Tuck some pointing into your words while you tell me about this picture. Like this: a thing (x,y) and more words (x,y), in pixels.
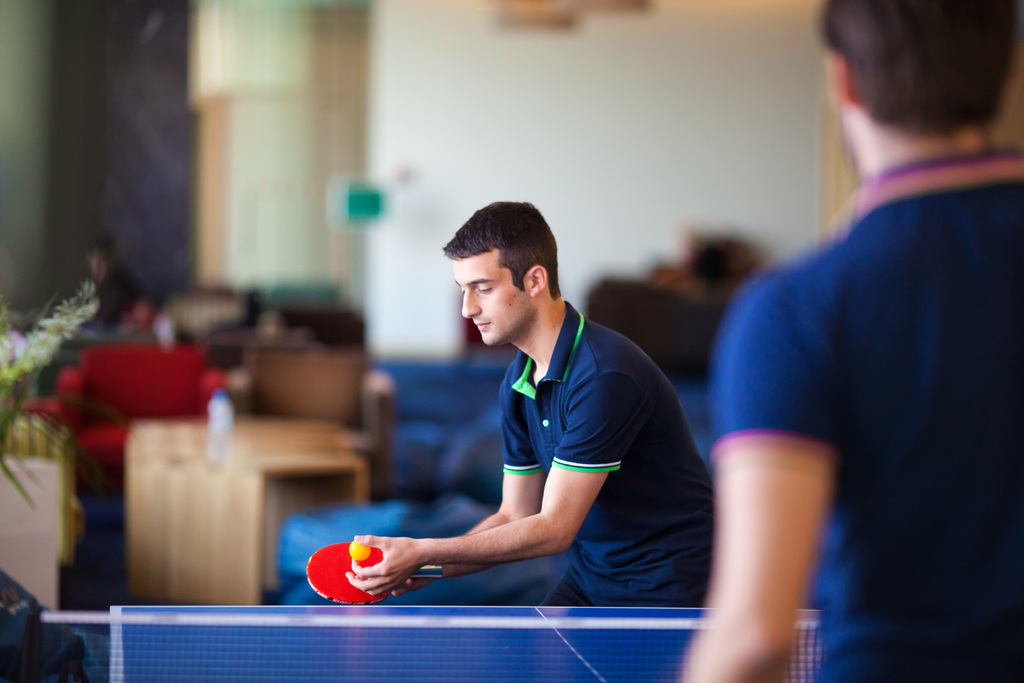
In this image we can see two people (525,497) standing in the opposite direction playing table tennis. One person (447,571) is holding a racket (373,565) and a ball (359,548) with his hands (378,567). On the backside (322,440) we can see a table (309,466) and a bottle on it, a plant (55,428), sofa (135,367) and a wall (547,205).
